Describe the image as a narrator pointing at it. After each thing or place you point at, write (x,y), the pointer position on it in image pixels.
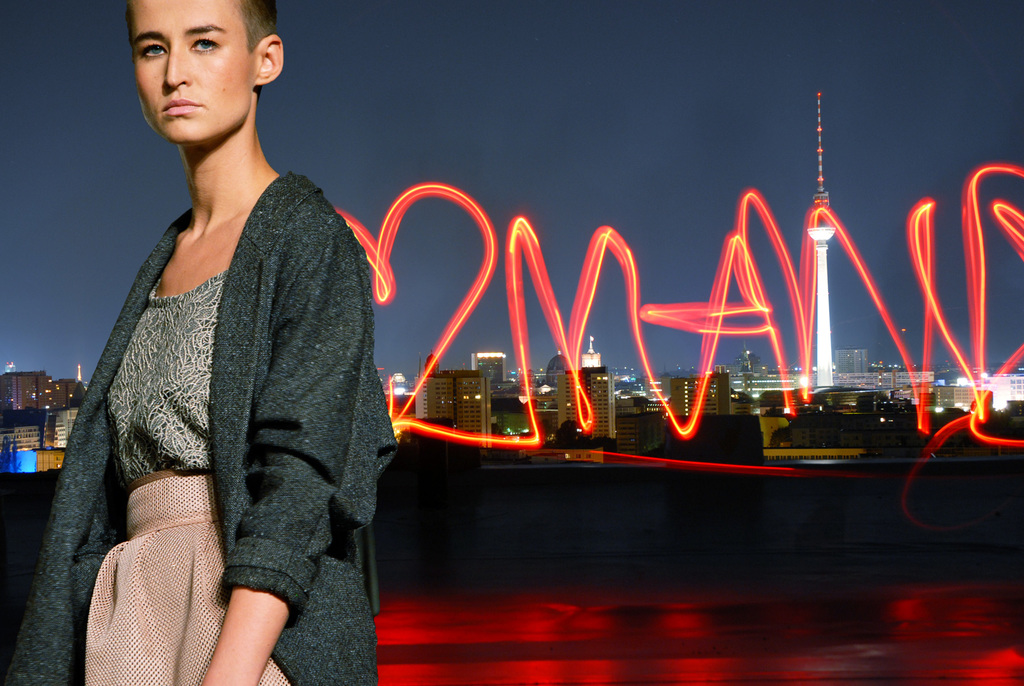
In this image there is a lady (180,486) standing, in the background (31,430) there are buildings (890,386), tower (826,338) and some text (747,283) and the sky (488,206).
